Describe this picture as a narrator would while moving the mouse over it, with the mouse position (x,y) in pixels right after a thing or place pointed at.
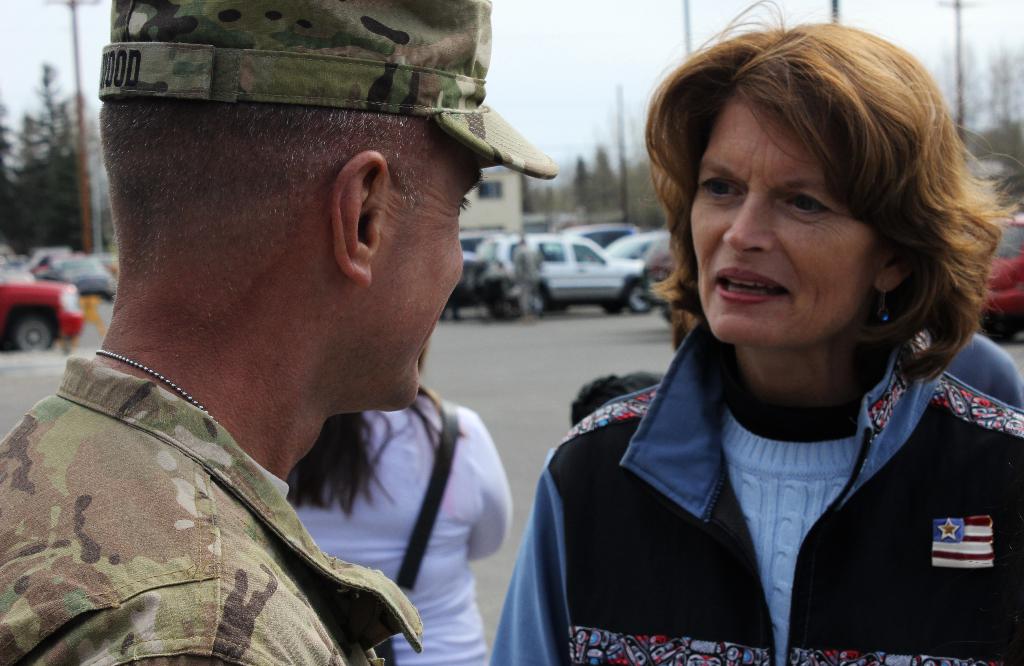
In this image we can see few people (292,409) and vehicles (538,285) on the road (551,393) and there are few trees (78,186), poles (82,103), and the sky (981,69) in the background (561,60).
